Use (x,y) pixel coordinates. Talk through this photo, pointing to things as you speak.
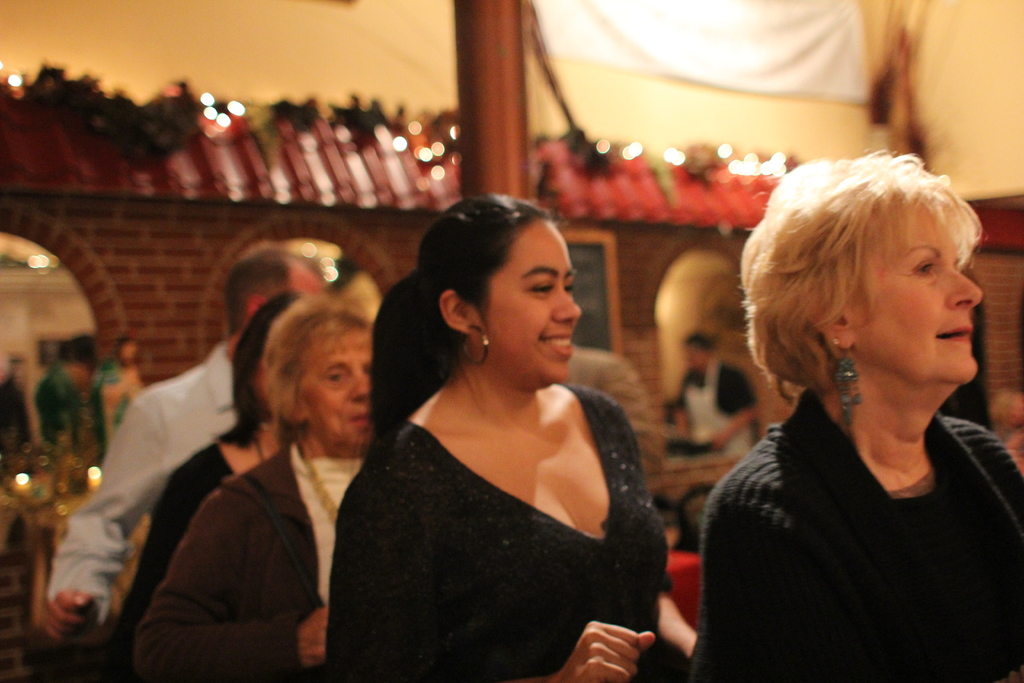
In the center of the image (504,433) we can see a few people (507,548) are standing and they are smiling, which we can see on their faces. And they are in different costumes (394,530). In the background (455,194) there is a building (436,194), curtain (685,19), pole (470,192), board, lights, few people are standing and a few other objects (87,430).
